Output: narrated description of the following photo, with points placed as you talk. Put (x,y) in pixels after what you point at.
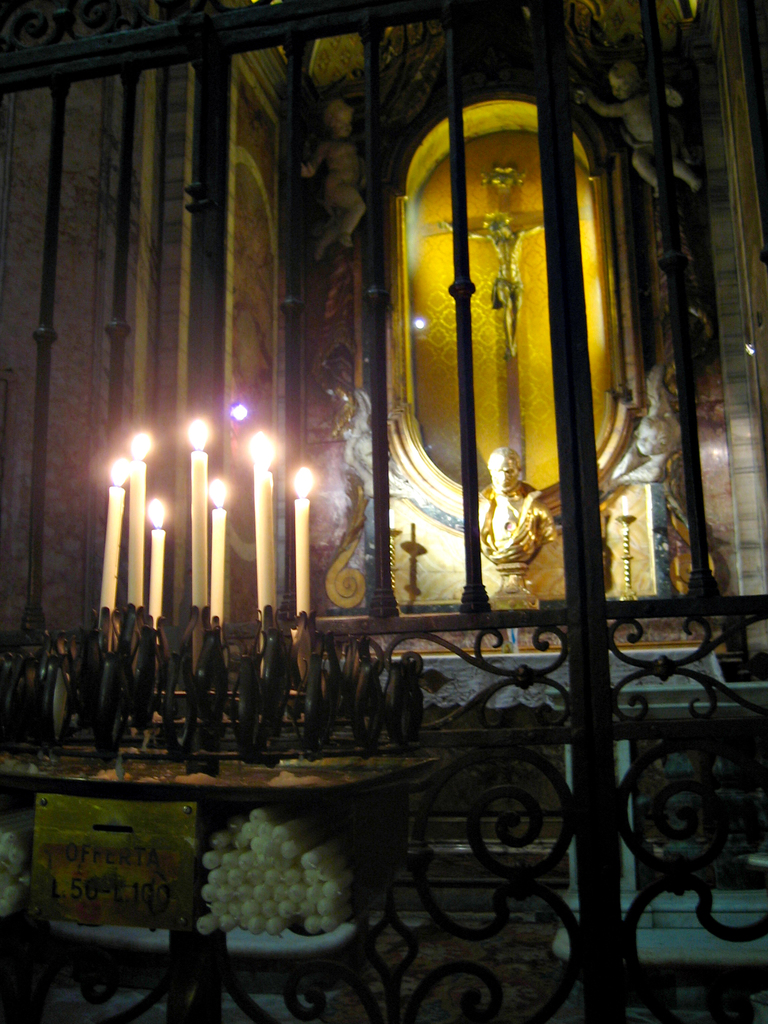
In this image we can few candles (215,577) which are placed in front of the statues (656,187) and in the back ground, we can see the statue (510,284) of a Jesus Christ (516,320) on a cross (533,217).
